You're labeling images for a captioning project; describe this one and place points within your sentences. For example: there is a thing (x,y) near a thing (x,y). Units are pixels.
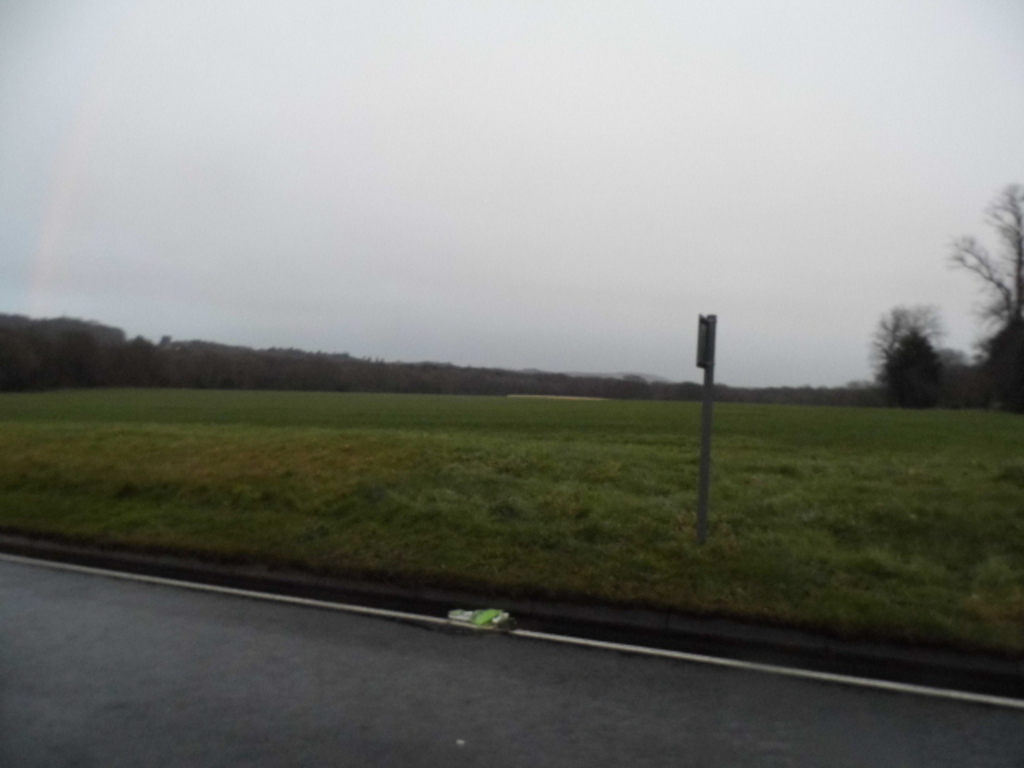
In this image I can see grass (640,572), pole (699,495), litter (499,620) on the road (399,627), trees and the sky (558,306). This image is taken may be near the farms (496,473).
